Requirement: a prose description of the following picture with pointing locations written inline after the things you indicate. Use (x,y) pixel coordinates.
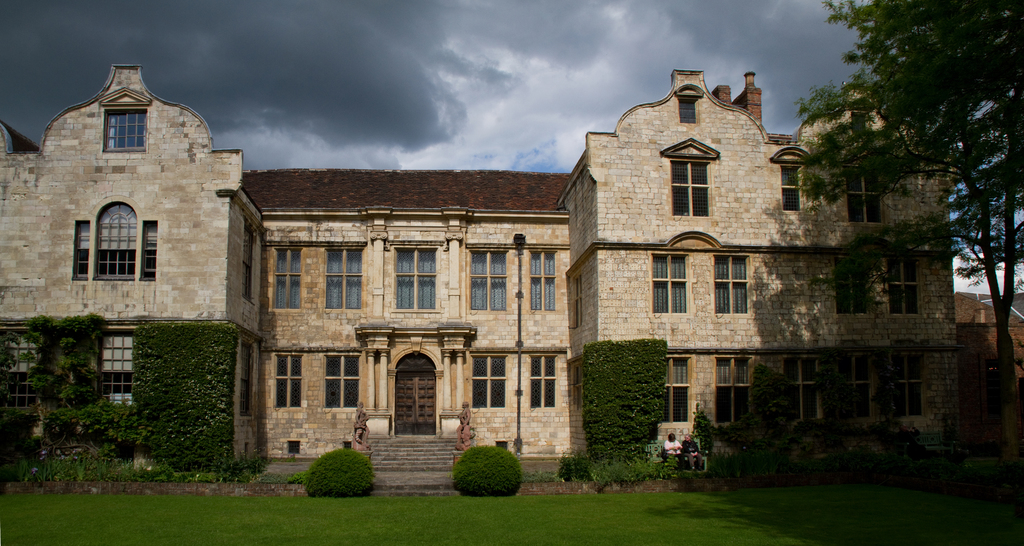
In this picture I can observe a building (596,341) in the middle of the picture (430,221). In front of the building (268,450) I can observe some plants (147,400) and grass (476,536) on the land (506,518). On the right side (919,146) there is a tree (918,73). In the background (399,70) I can observe clouds (399,81) in the sky (349,57).
